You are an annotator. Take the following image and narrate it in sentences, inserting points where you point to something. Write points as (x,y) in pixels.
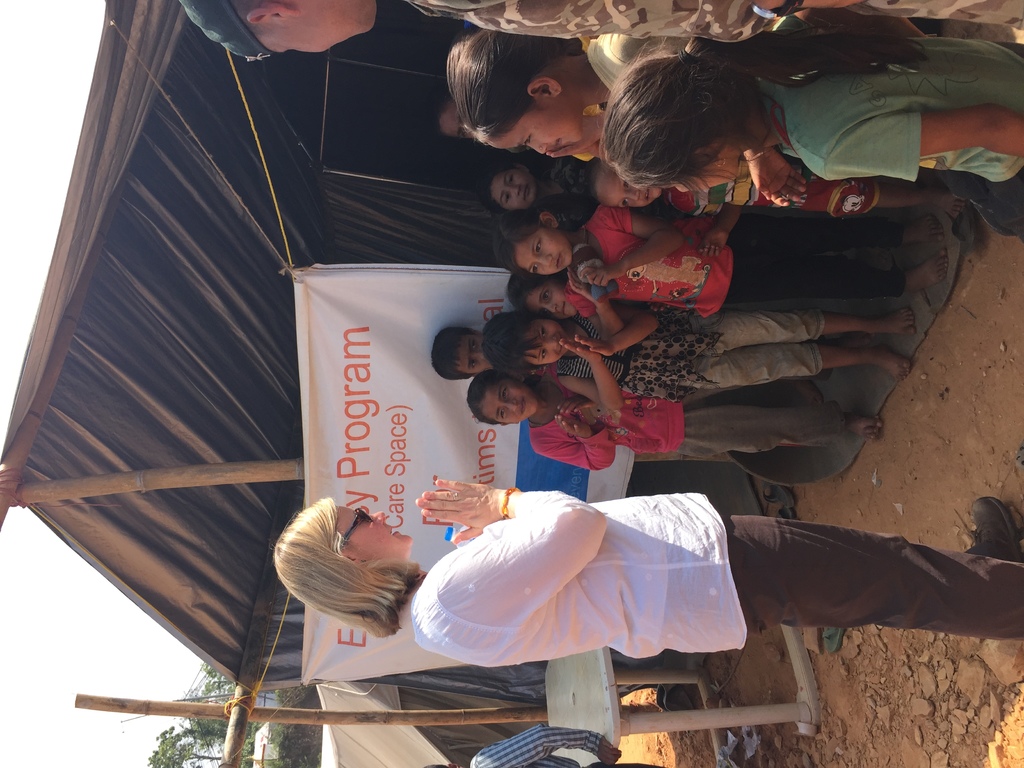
In this image we can see woman (500,560) standing at the children (566,399). At the bottom (587,664) we can see a man (544,745) standing at the table (561,704). In the background (241,642) there is a tent (238,182) and sky (25,745).
